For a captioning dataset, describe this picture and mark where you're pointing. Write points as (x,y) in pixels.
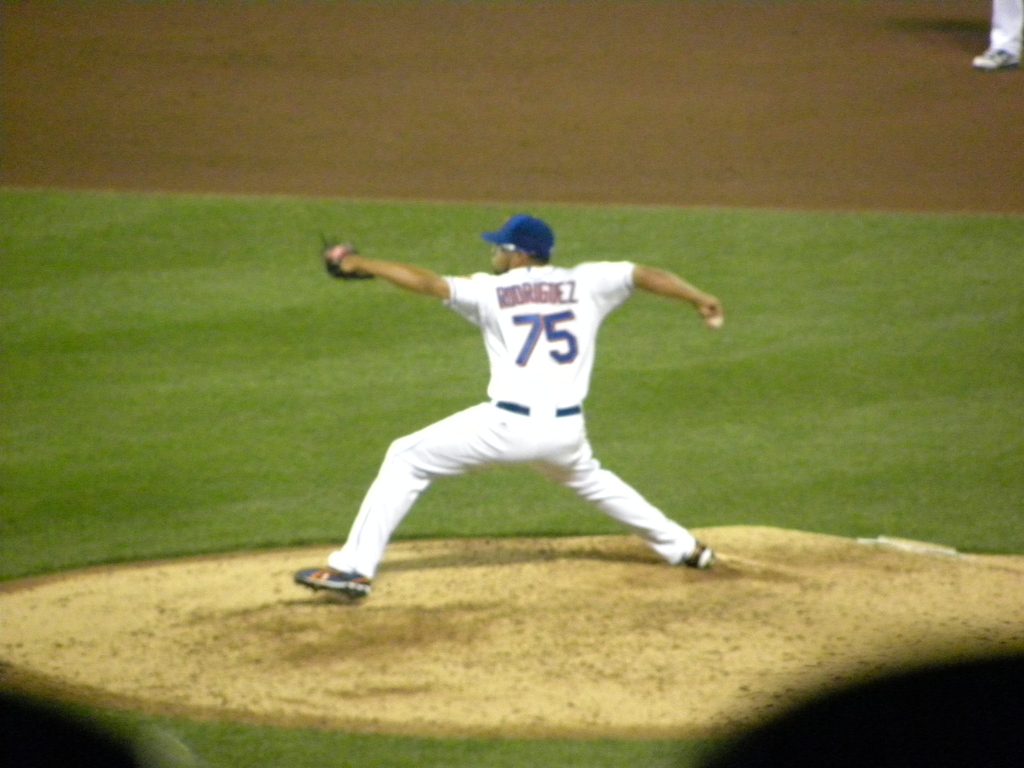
This image consists of a man (475,463) wearing a white dress (531,393) and a blue cap (530,245). At the bottom (311,662), there is ground (145,653). And we can see the green grass (161,481) on the ground (158,404). On the right (991,45), there is another person (982,65).
